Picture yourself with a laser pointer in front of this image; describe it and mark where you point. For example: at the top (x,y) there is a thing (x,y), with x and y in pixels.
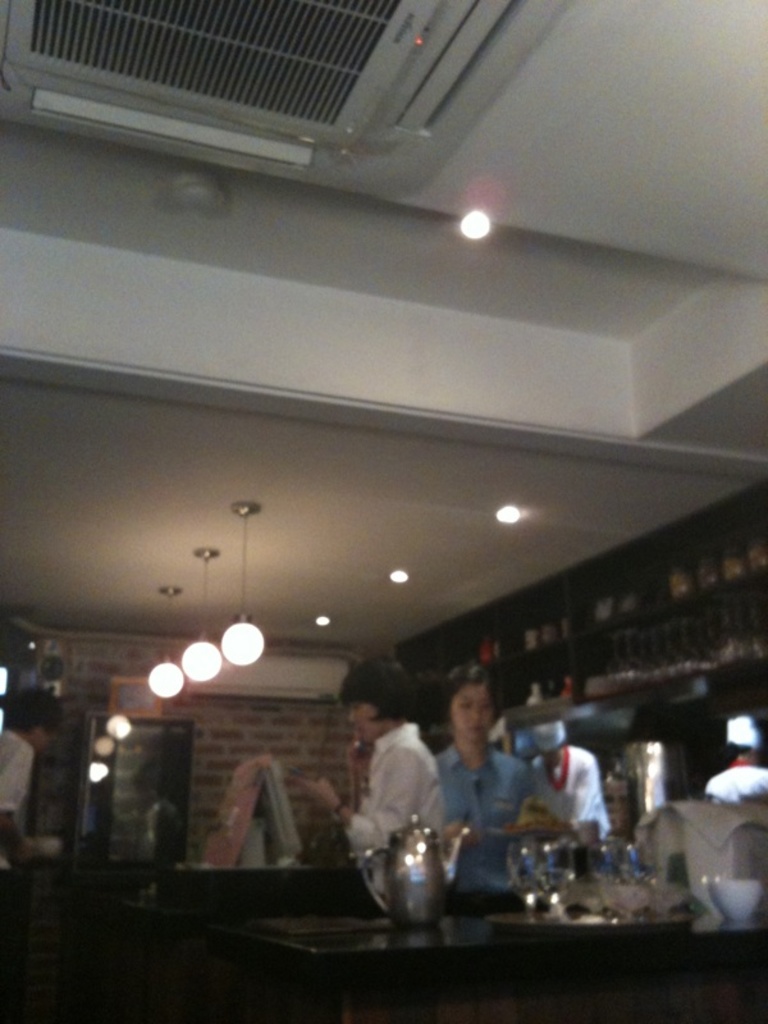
This picture is clicked inside. In the foreground (535,891) we can see the tables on the top of which glasses (535,859), jug (414,878) and some other objects (702,898) are placed and in the center (388,682) we can see the group of persons (363,785). At the top (204,339) there is a roof (204,420) and we can see the lights (324,621) and some other object (278,129). In the background (612,688) we can see the cabinets (524,594) containing many number of objects (598,688) and we can see the wall (199,716).
